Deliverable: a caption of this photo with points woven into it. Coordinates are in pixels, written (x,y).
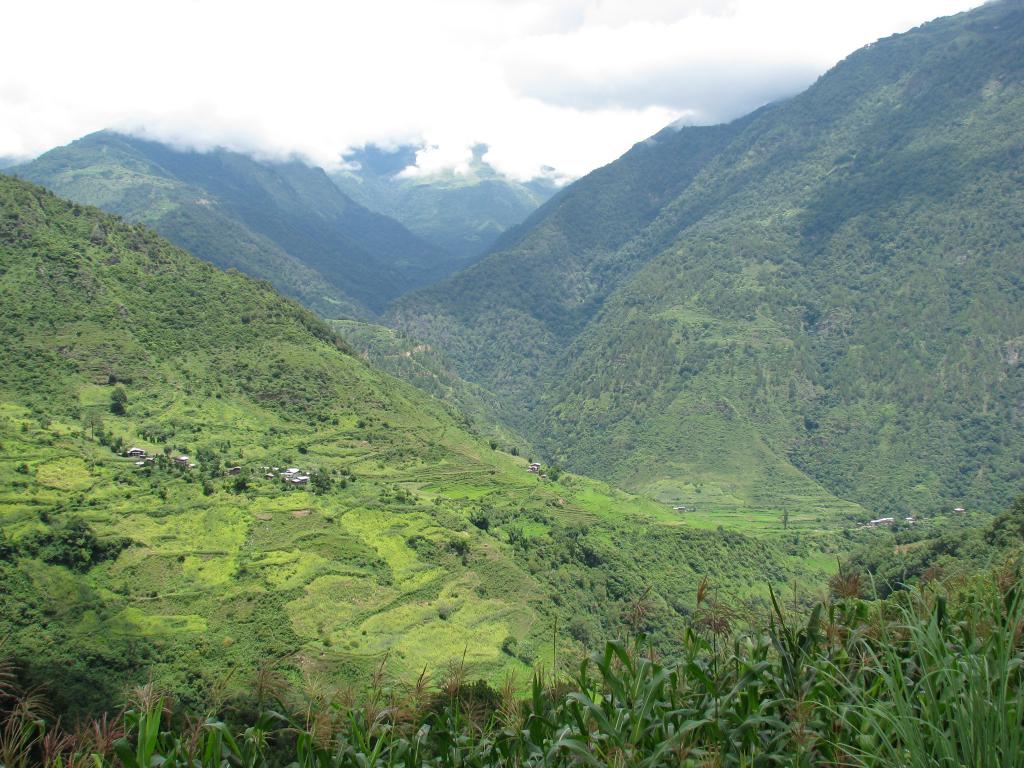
In this image I can see mountains (510,261) and trees (734,563). The sky (531,130) is in white and blue color.
